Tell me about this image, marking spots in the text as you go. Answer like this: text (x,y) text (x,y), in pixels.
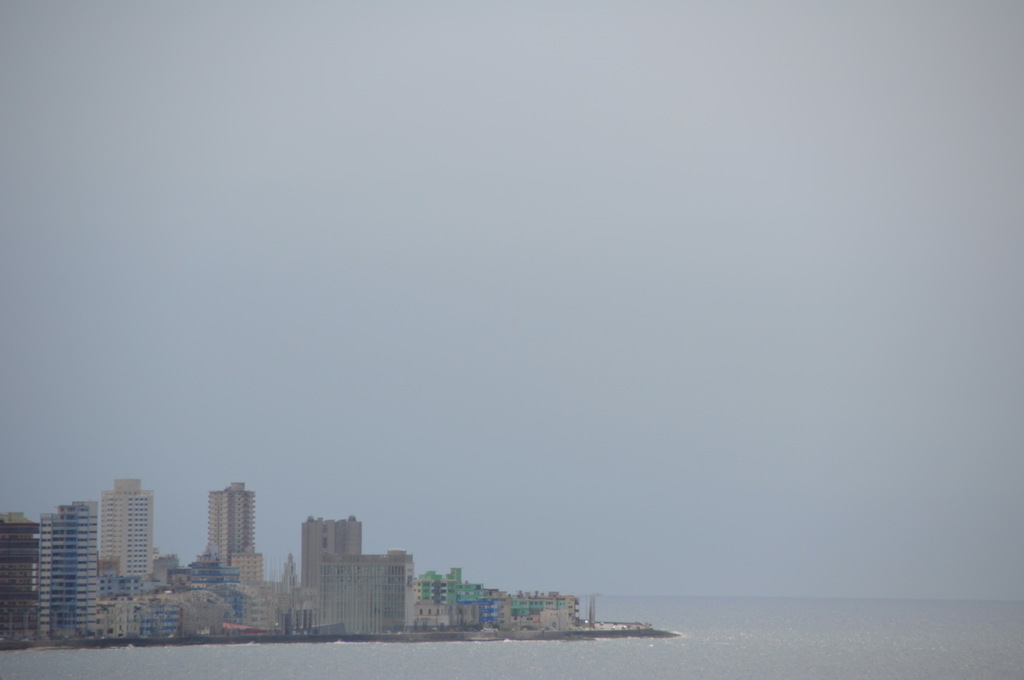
In this image we can see a group of buildings (305,594) with windows (381,572) on an island (413,640). We can also see a large water body (760,598) and the sky (626,332) which looks cloudy.
